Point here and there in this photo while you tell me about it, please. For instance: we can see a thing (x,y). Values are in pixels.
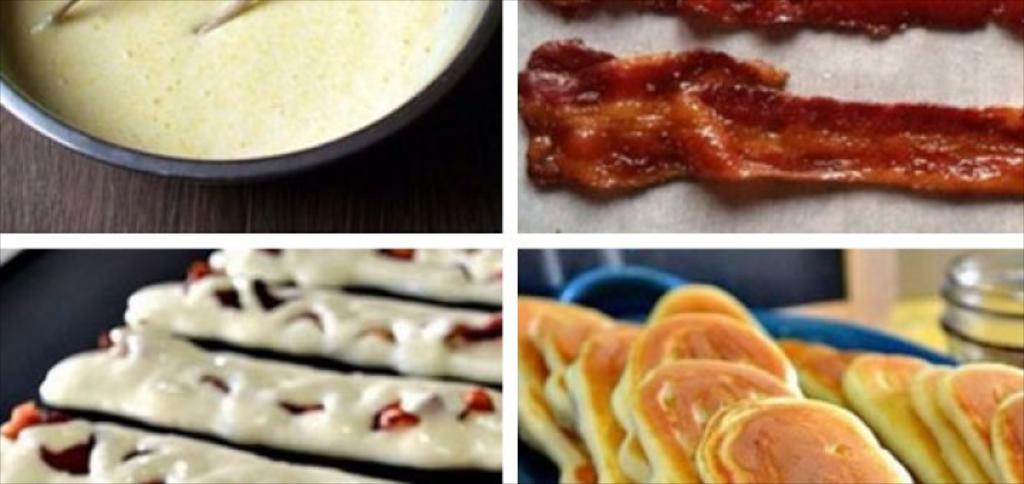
In this picture we can see collage image, in which we can see some eatable things (148,325).
